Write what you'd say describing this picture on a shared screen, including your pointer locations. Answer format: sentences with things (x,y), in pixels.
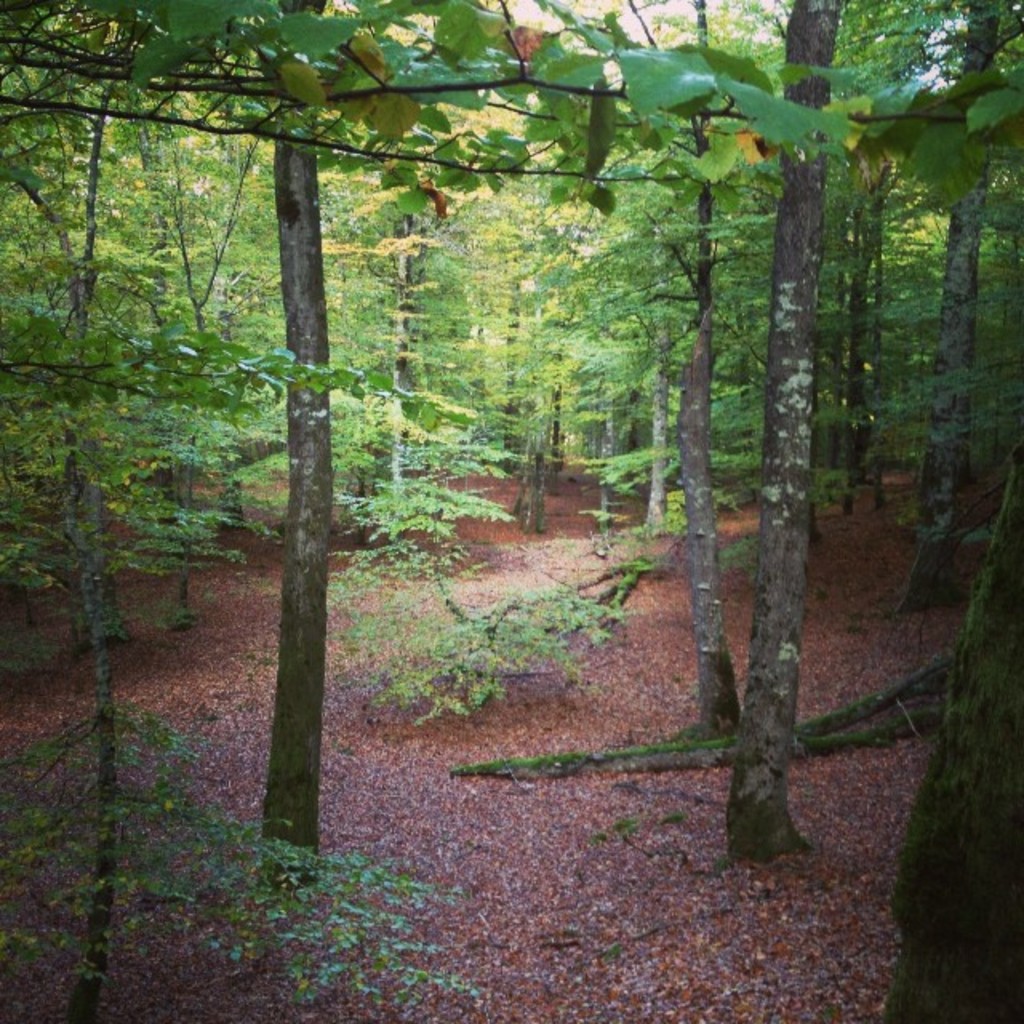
In the foreground of the picture (411,819) there are dry leaves (513,737) and trees (959,815). In the background (567,274) there are trees (580,316).
